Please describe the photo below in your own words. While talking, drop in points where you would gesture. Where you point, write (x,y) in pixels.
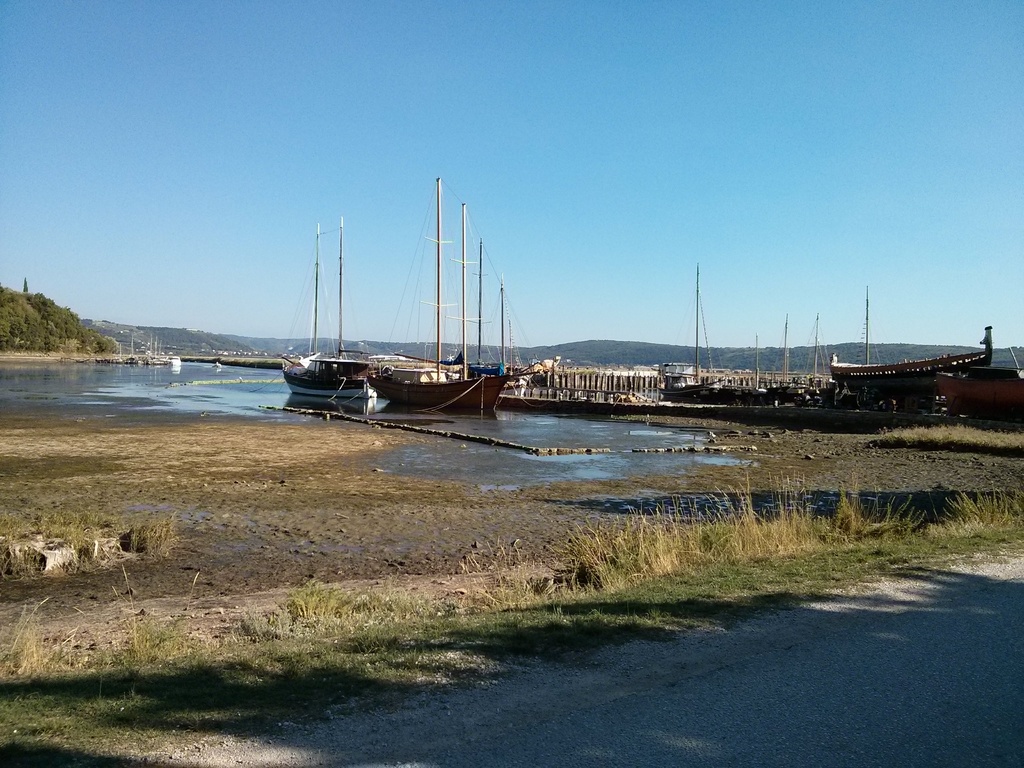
In this picture we can see grass (457,603) on the ground (714,652) and in the background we can see water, boats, trees (1020,352) and the sky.
